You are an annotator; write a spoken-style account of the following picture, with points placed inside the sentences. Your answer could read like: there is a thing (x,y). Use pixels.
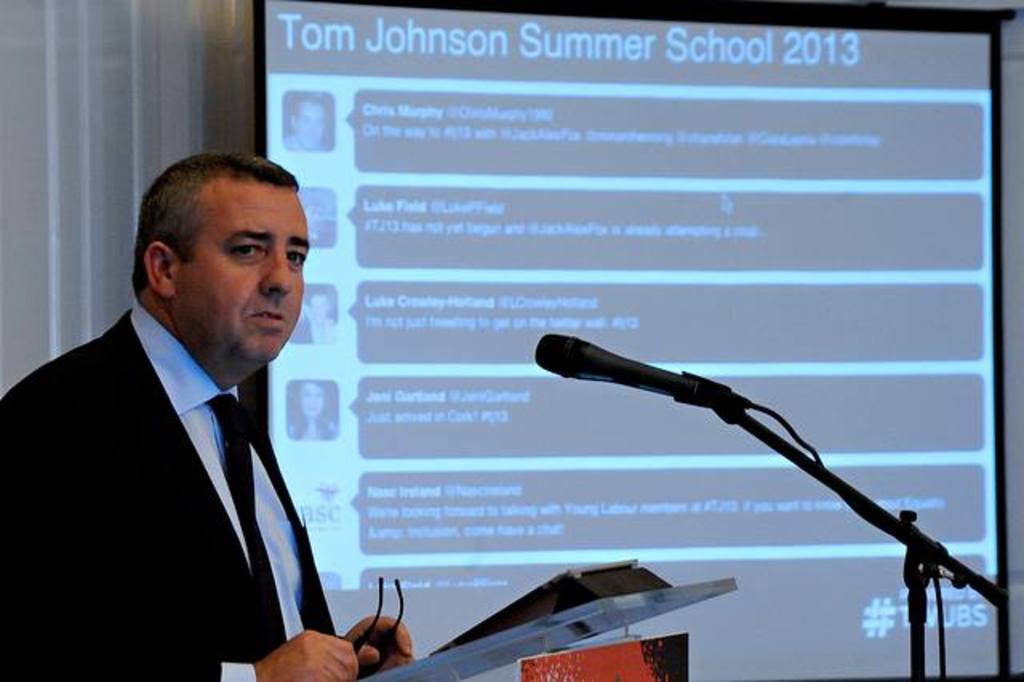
In this picture we can see a person (51,563), he is holding an object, in front of him we can see a podium (707,587), mic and in the background (430,192) we can see a curtain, projector screen (505,589).
